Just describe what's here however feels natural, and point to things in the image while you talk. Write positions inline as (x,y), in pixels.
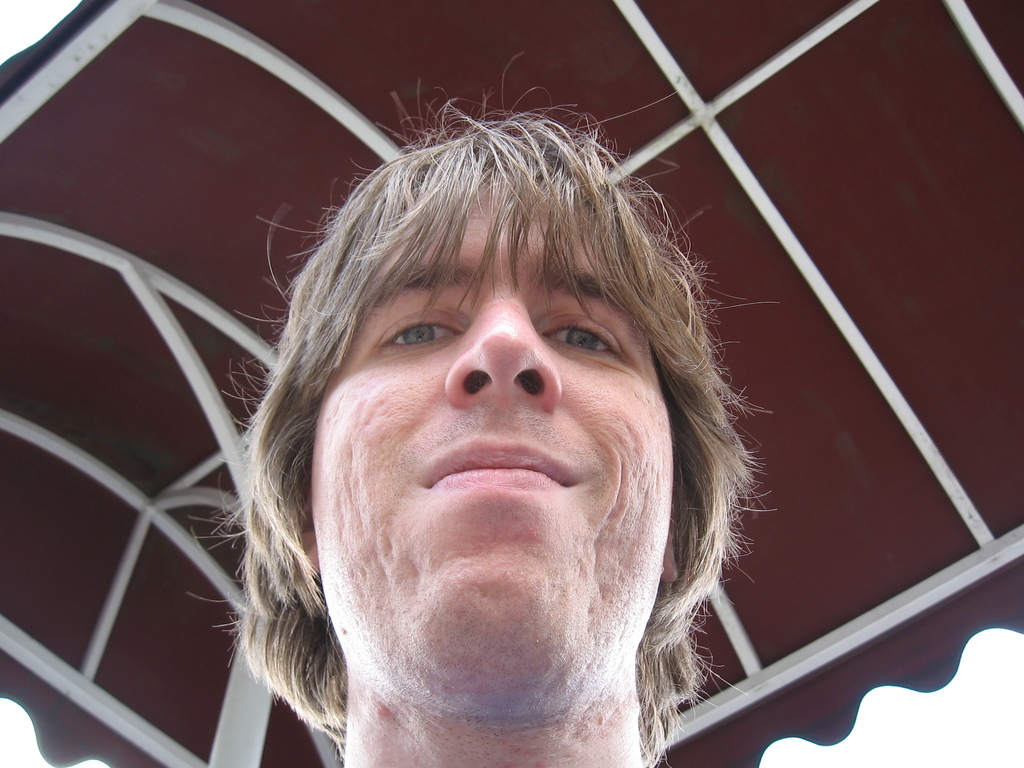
In this image we can see a person's face (424,382) and top of the image (586,54) there is roof (679,23).
